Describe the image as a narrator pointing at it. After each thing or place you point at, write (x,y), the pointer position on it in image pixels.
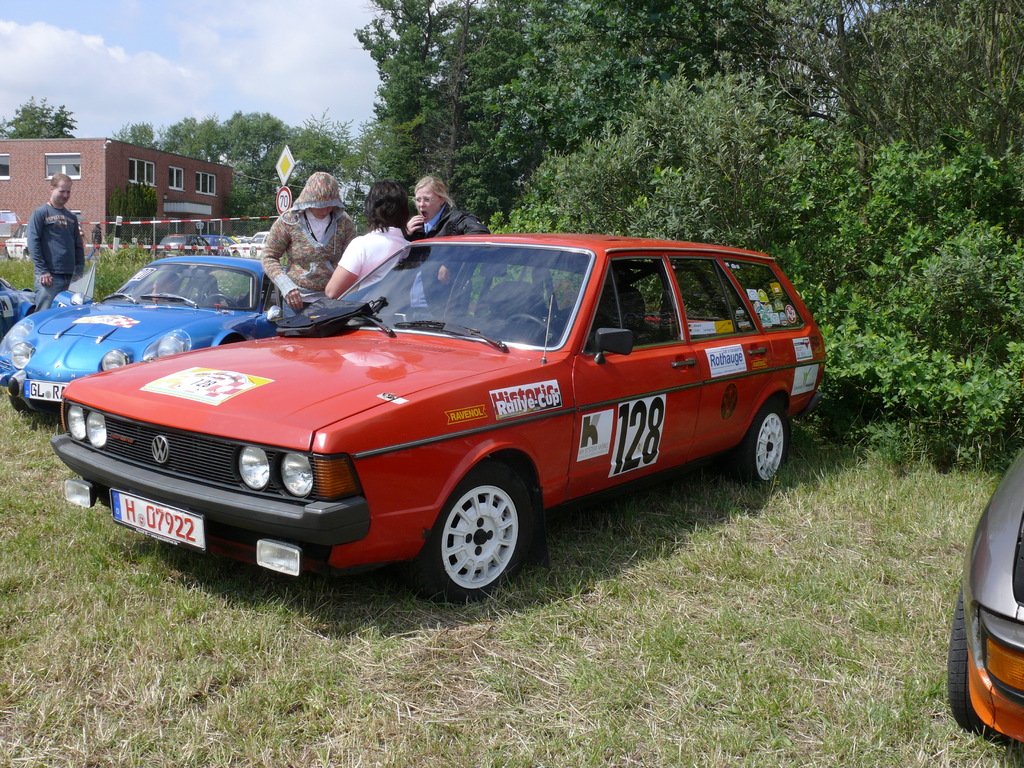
In this picture there is a group of person (294,240) were standing near to the blue car (238,332) and red car (504,453). On the left (44,235) there is a man (44,222) who is wearing jacket (43,272) and trouser (50,293). He is standing near to the plants (108,268). In the background (188,245) I can see many cars (21,226) which are parked in front of the building (43,181). On the right (779,245) I can see many trees (851,120). In the top left corner (214,57) I can see the sky (240,2) and clouds (325,9).
